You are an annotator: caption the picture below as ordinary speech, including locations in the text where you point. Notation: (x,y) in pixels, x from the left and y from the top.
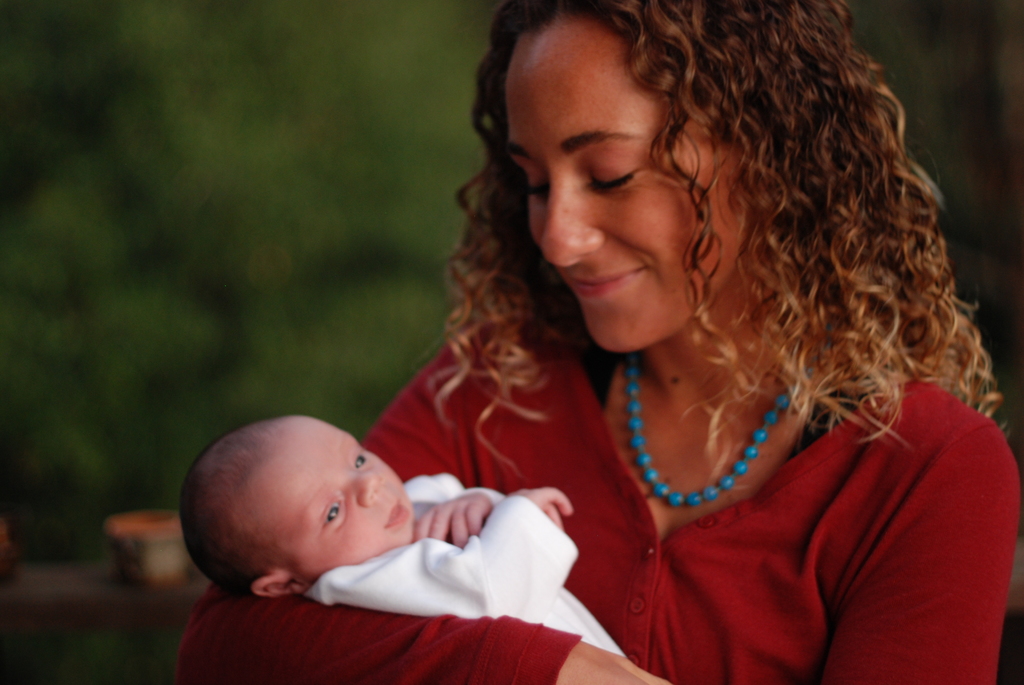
In the picture we can see a woman (910,493) holding a baby (268,442) and the woman (944,683) is wearing a red color dress (463,635) and with a blue color necklace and with a brown curly hair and to the baby (434,558) we can see white dress (479,565).
